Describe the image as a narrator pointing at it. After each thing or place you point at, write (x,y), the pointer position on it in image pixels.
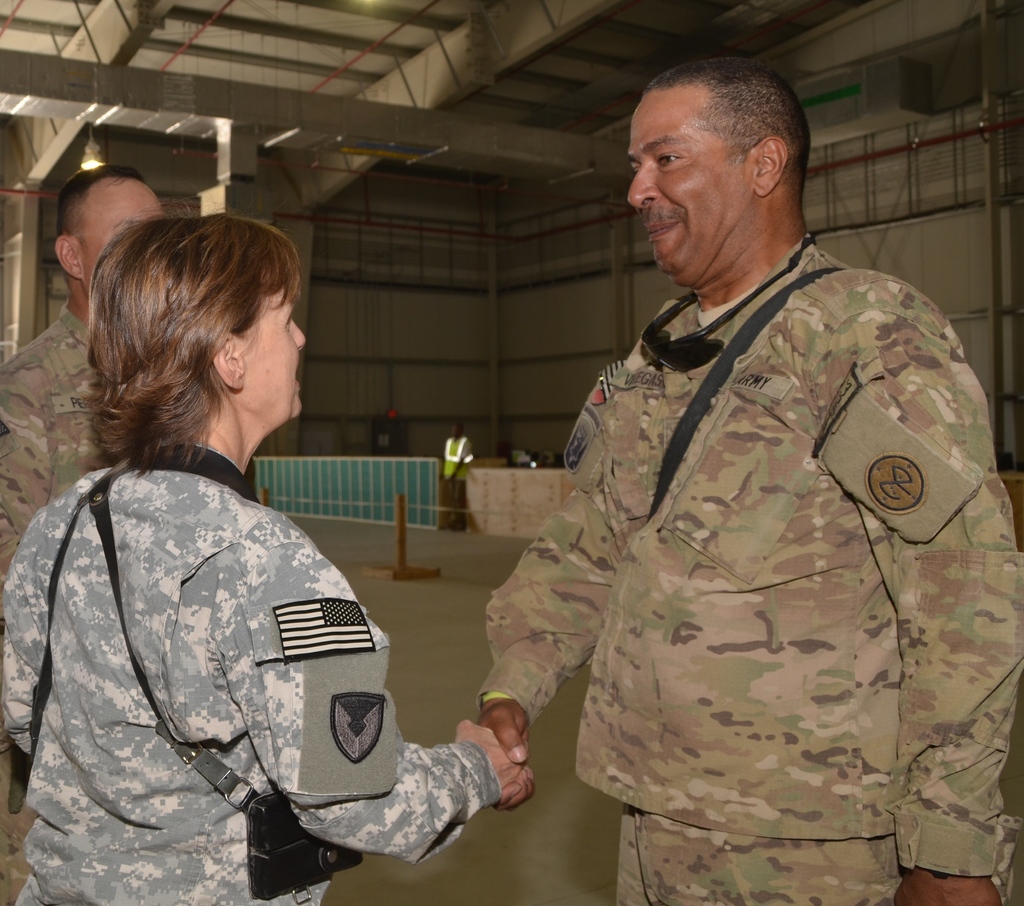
In this picture there is a two male military officer (767,473) and a lady officer (188,730) shaking the hand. Behind there is a metal frame (420,235) and green color fencing grill (328,498).
